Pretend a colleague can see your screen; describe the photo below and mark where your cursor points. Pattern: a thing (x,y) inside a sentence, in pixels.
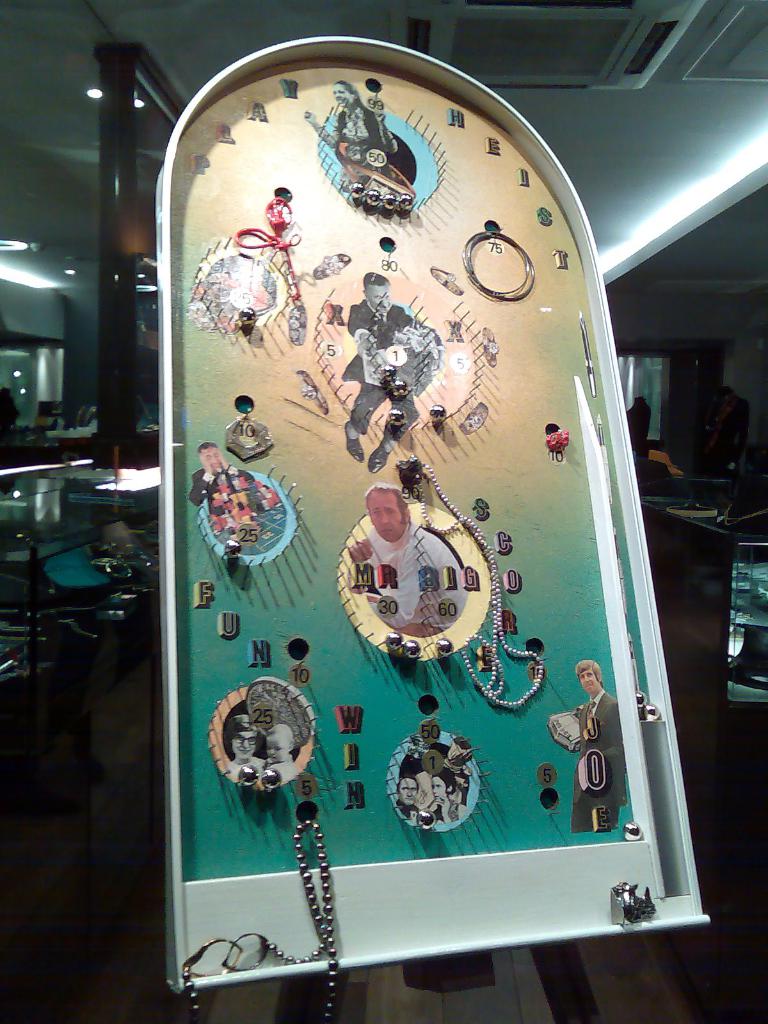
This is a game board (461,513). On the background of the picture (74,496) we can see tables (65,541). This is a ceiling (658,105). This is a central AC (558,49). this is a floor (496,993).
